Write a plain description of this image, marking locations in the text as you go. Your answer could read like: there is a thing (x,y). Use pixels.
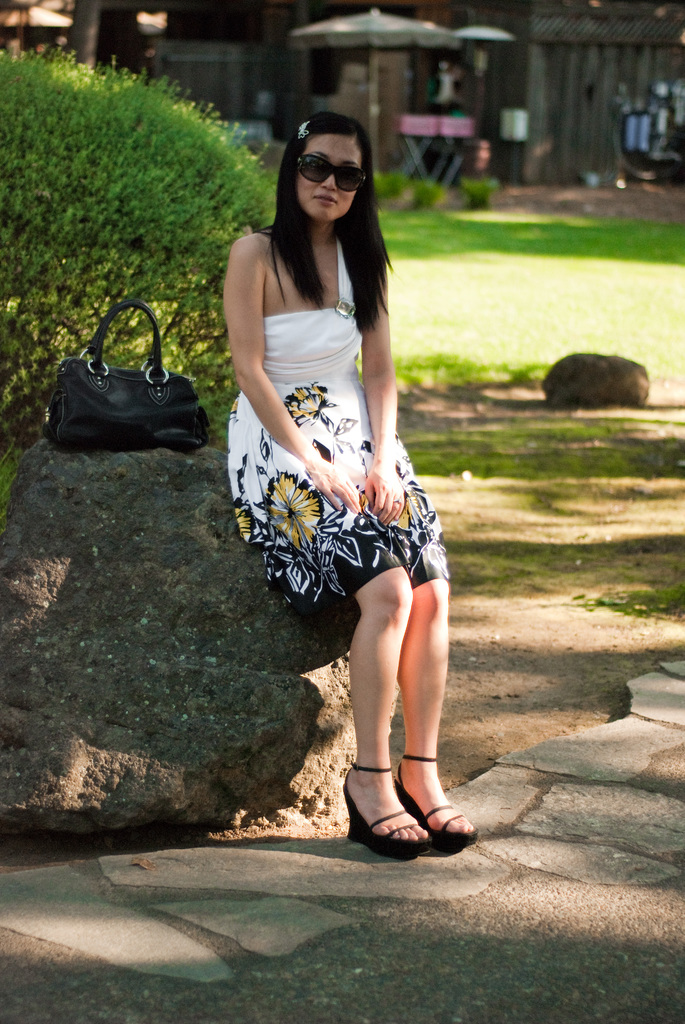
In this image I can see a woman (369,355) wearing white, black and yellow colored dress (295,340) and black colored goggles (344,178) is sitting on a rock (147,662) and I can see a bag (164,395) on the rock (150,607) which is black in color. In the background (559,233) I can see some grass (535,261), a tree (139,157), a tent (375,49), few chairs (458,166) and a building (392,87).
